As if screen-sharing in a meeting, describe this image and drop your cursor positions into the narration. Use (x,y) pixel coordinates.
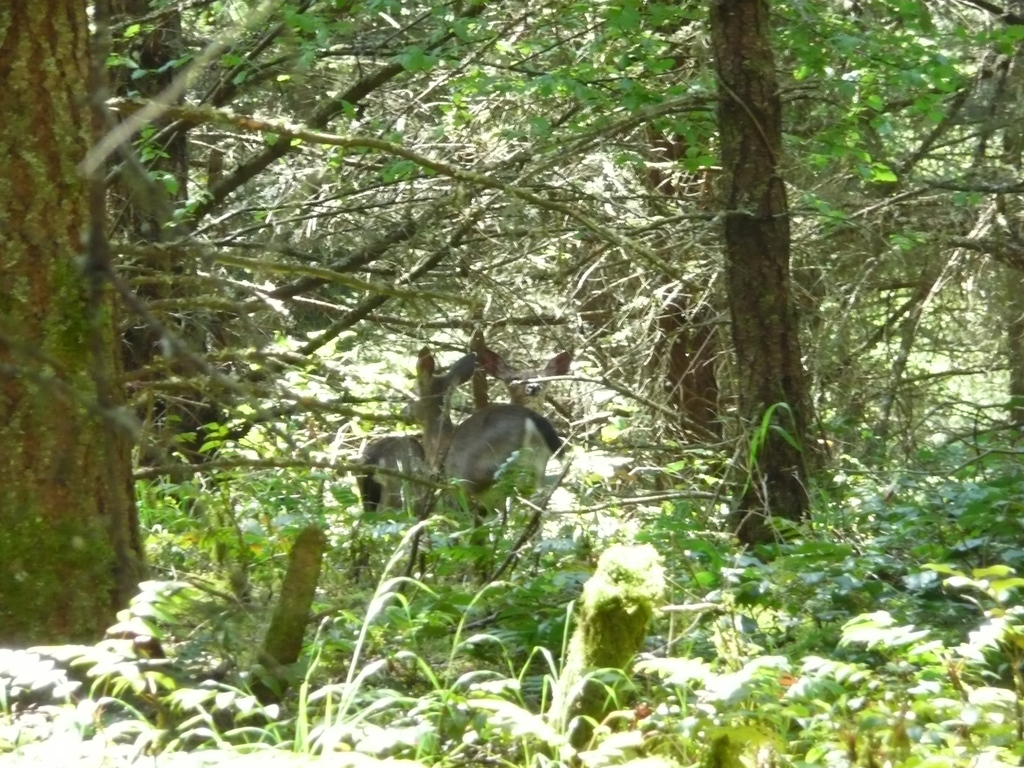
In this picture we can see there are two animals (464,436) on the path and behind the animals (404,440) there are trees (708,263) and plants (252,515).
